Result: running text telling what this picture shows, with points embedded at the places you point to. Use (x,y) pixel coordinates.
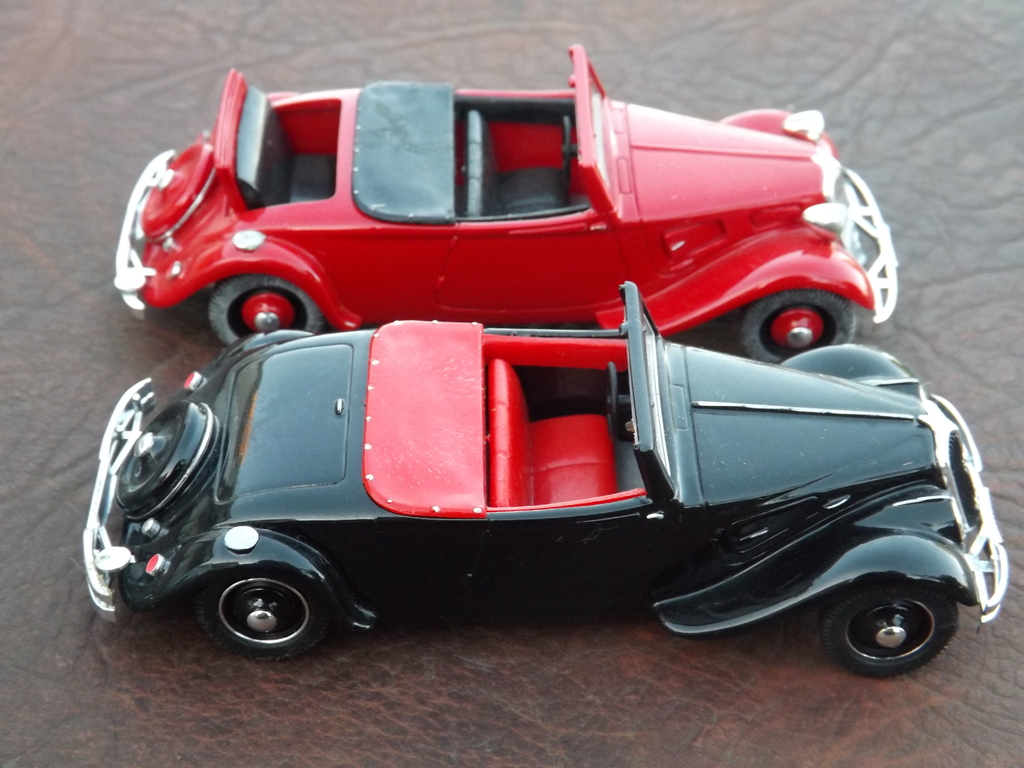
In this picture we can see two black and red color classic miniature car (319,251) placed on the table (419,660).
